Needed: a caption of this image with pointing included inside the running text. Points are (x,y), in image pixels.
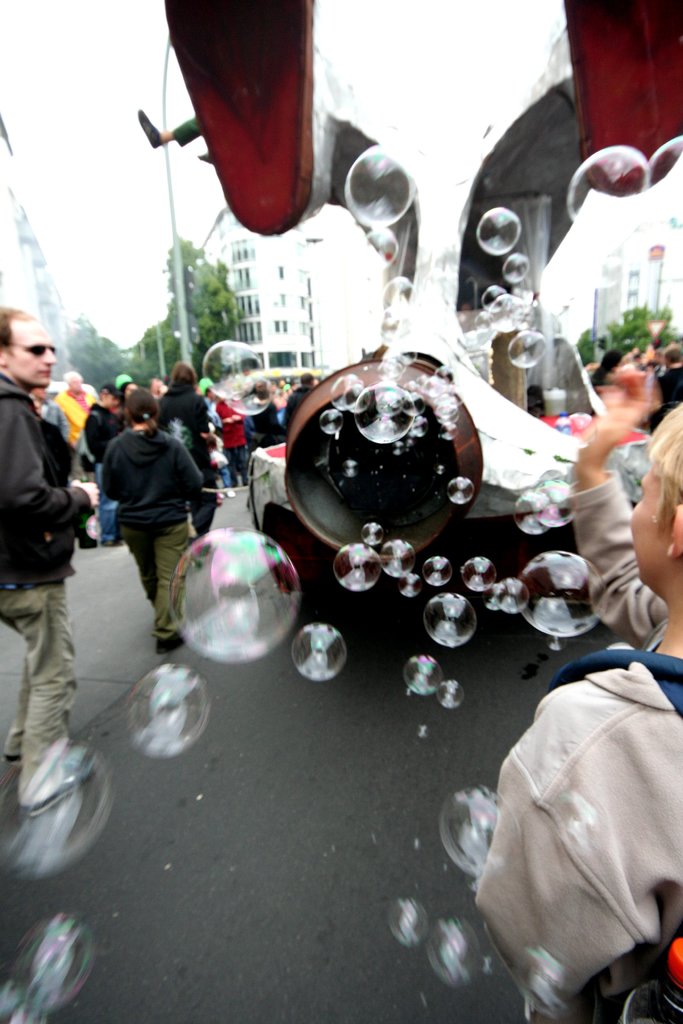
In this image we can see the people (15,452). We can also see the buildings (258,253), trees (145,335), poles (176,279) and also the sky (97,124). We can also see the bubbles (442,385) and also the road (339,853).
